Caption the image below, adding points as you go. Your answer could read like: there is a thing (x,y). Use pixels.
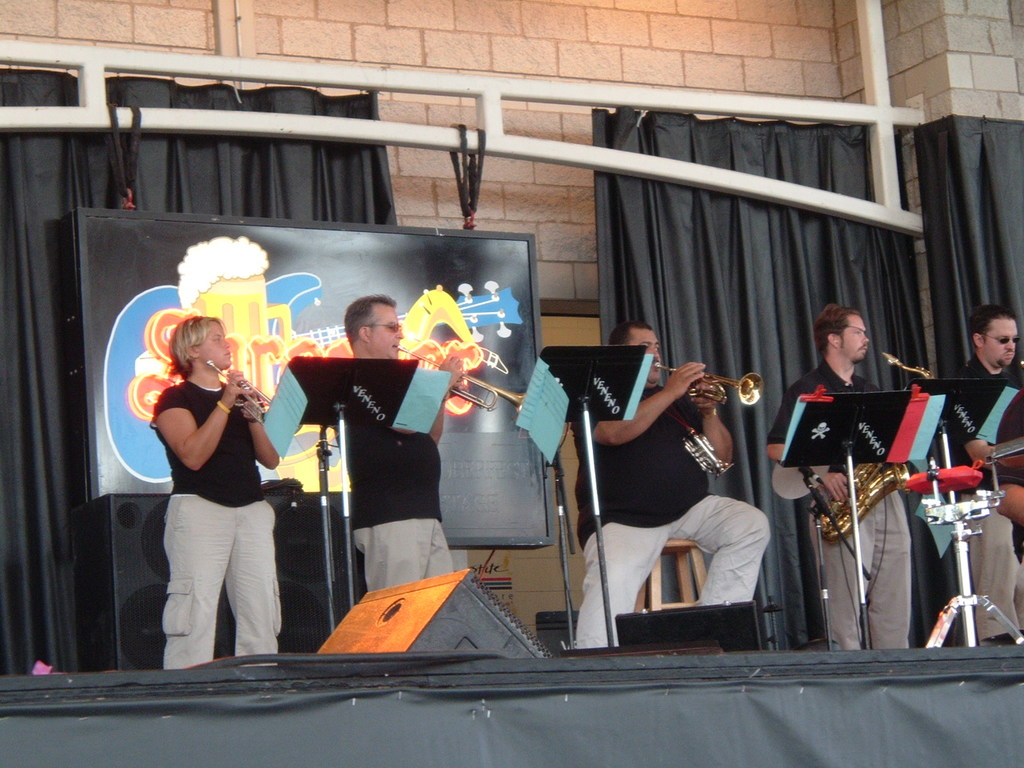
In the image there are a group of people (256,526) standing on the stage (678,649), they are playing musical instruments (692,457) and in front of them there are some music notations (423,418) on the stands (585,427), behind them there is some board (176,213) and behind that board (285,242) there are black curtains (857,294), in the background (710,56) there is a wall (481,11).
